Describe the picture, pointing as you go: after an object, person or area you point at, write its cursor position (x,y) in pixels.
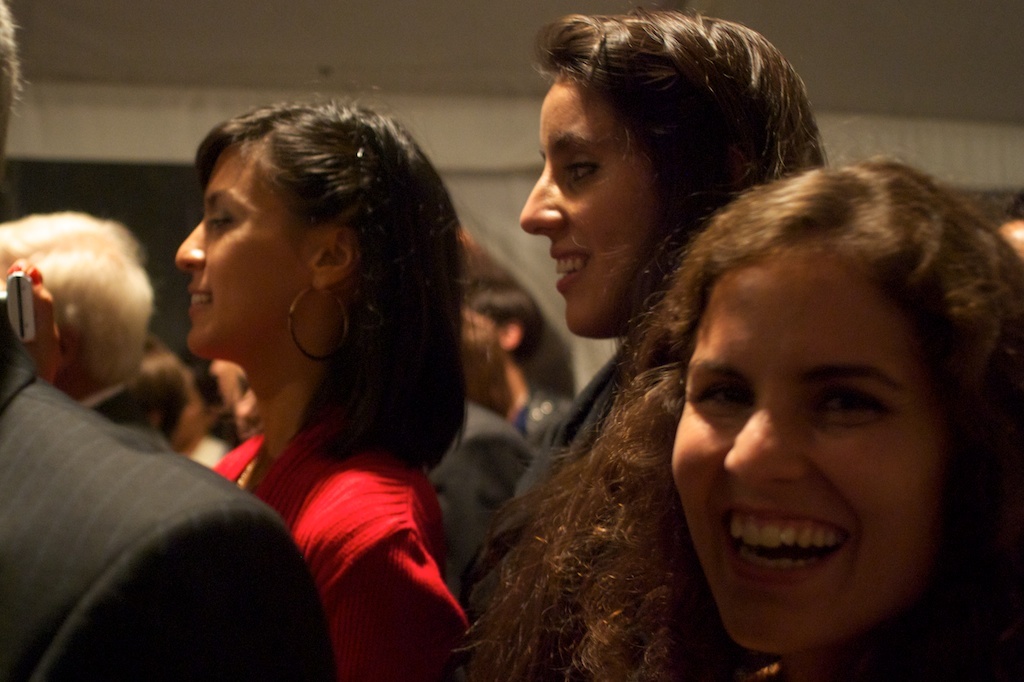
In this picture we can see so many people (351,378) in one place.
